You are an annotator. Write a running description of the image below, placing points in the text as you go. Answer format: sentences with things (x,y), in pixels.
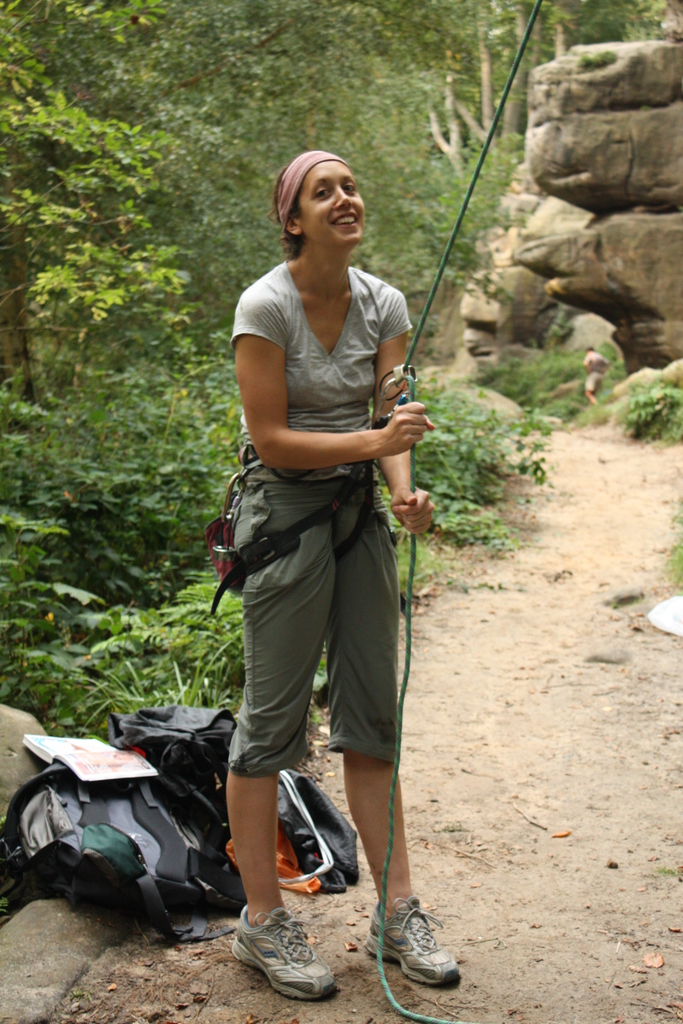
In this image I can see a woman (379,591) is holding the rope (446,257), she is wearing a t-shirt (329,411), short (287,602), shoes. At the bottom (189,829) there are bags (189,829) on the ground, on the left side (225,339) there are trees (334,111), on the right side (616,302) there are rocks (582,83).
